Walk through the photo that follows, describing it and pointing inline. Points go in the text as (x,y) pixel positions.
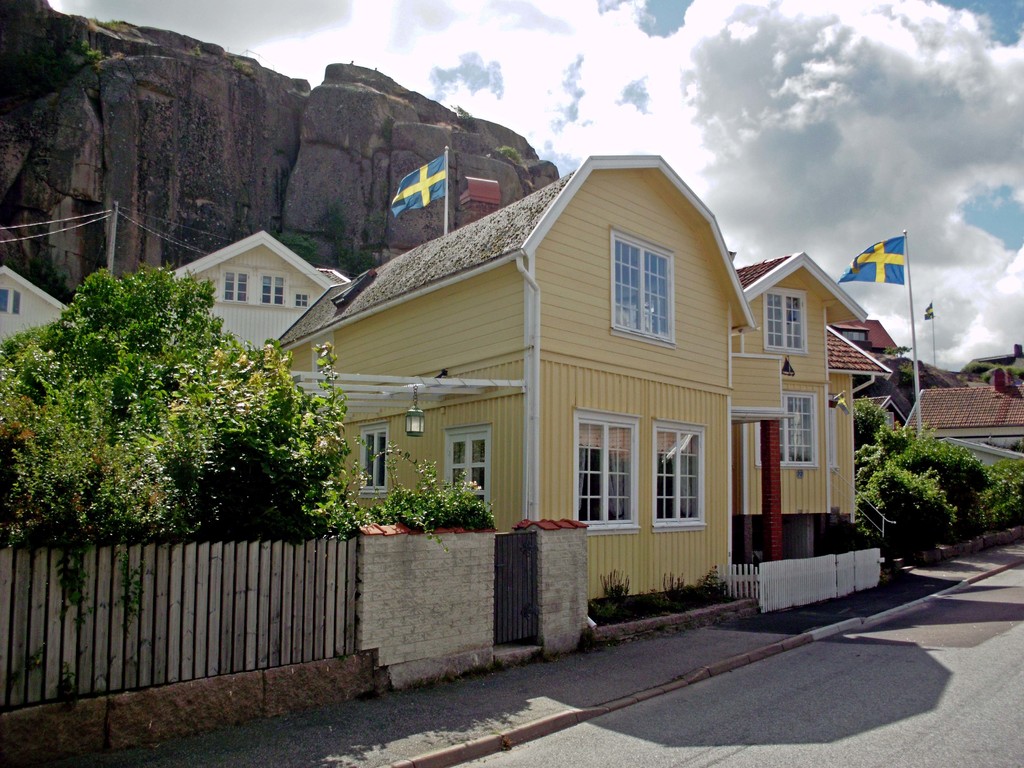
In this picture I can see there is a road (743,697), a walk way (594,667), there is a building (429,263) at left (332,306) and it has a door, window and there are few trees (204,325), plants (196,291) and there are few flagpoles (916,407) and flags (440,189). There is a huge rock (330,132) at left (195,167) and the sky (723,166) is cloudy.
